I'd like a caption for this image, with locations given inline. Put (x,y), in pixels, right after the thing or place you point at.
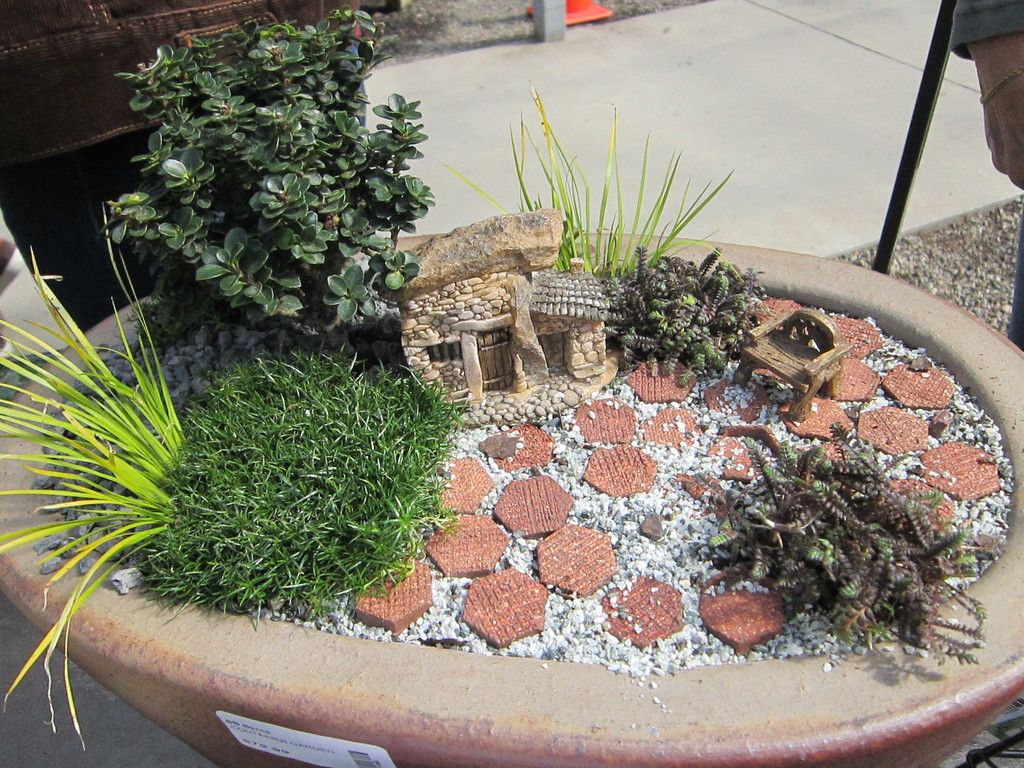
In this picture I can observe scale model of a stone house (496,335) in the middle of the picture (448,336). I can observe plants (330,264) on the left side (265,286). In the background (713,73) I can observe floor (706,58).
